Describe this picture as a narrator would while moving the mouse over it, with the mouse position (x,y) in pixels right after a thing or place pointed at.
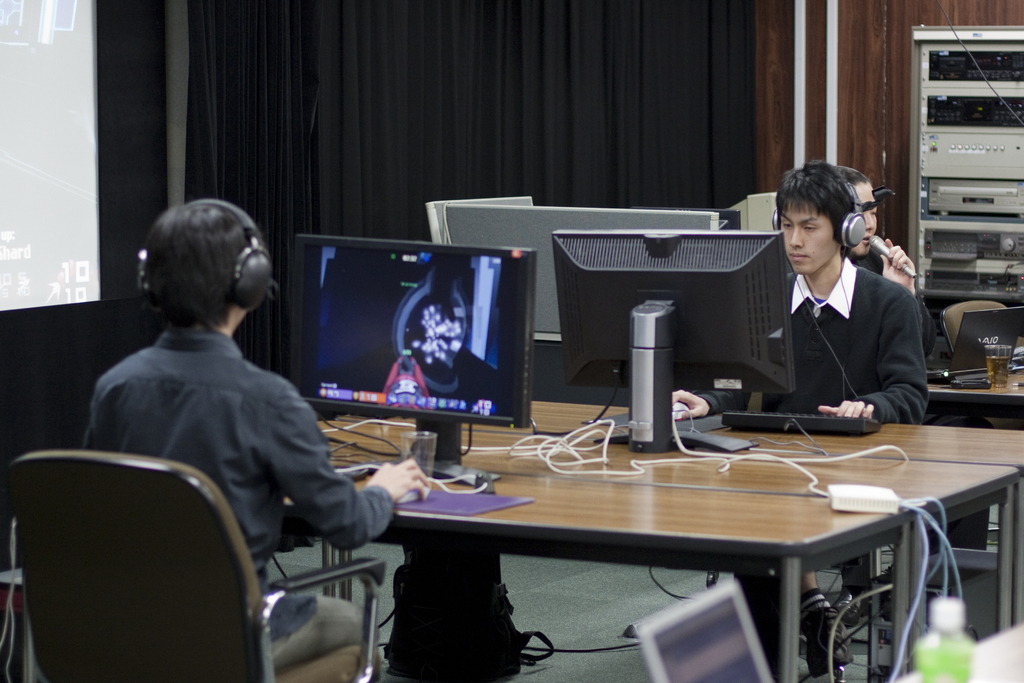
On the background (519,88) we can see black curtain (514,96) and a rack (977,192). Here we can see three persons (257,494) in front of a table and working in front of systems (455,454) and on the table (726,517) we can see computers (717,284), glass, bottle (962,648). This is a floor (579,583).
